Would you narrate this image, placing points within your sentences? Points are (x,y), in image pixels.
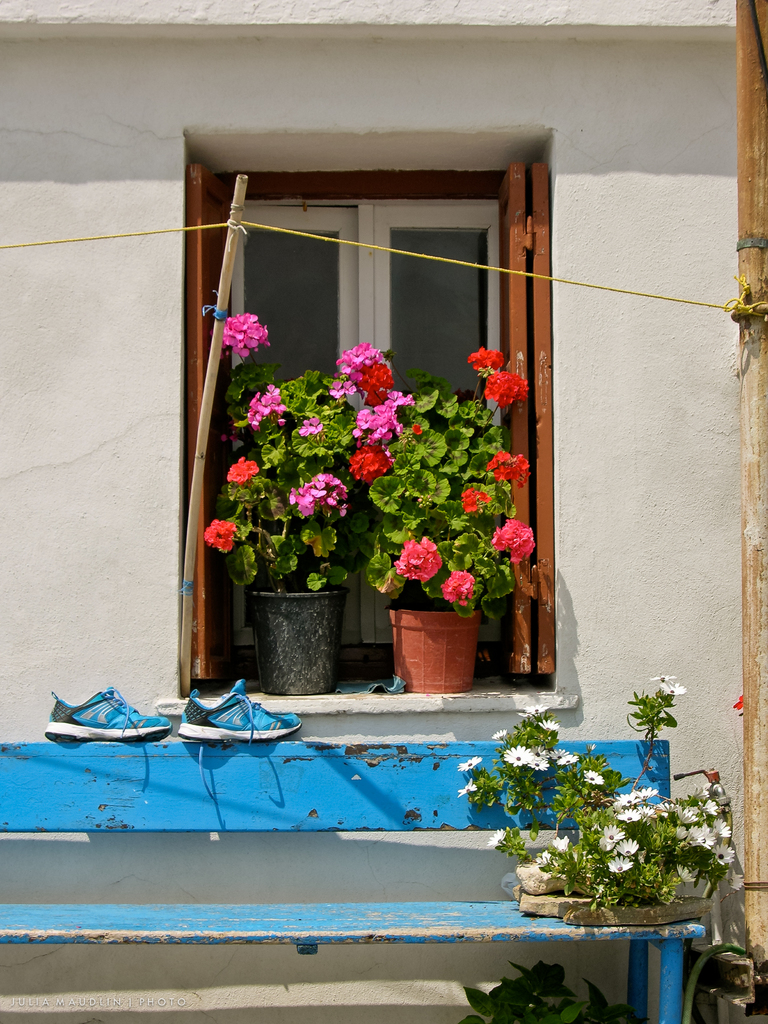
The picture is taken outside the house (110,479). In the foreground of the picture (671,920) there are plants (585,825), shoes (220,714) and a bench (226,799). In the center of the picture (426,556) there are plants (290,471), flowers (308,430) and windows (354,278) on a wall (706,933). On the right (757,851) there is a pole (761,480). The picture has a wall (76,186) painted white. In middle of the picture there is a rope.
